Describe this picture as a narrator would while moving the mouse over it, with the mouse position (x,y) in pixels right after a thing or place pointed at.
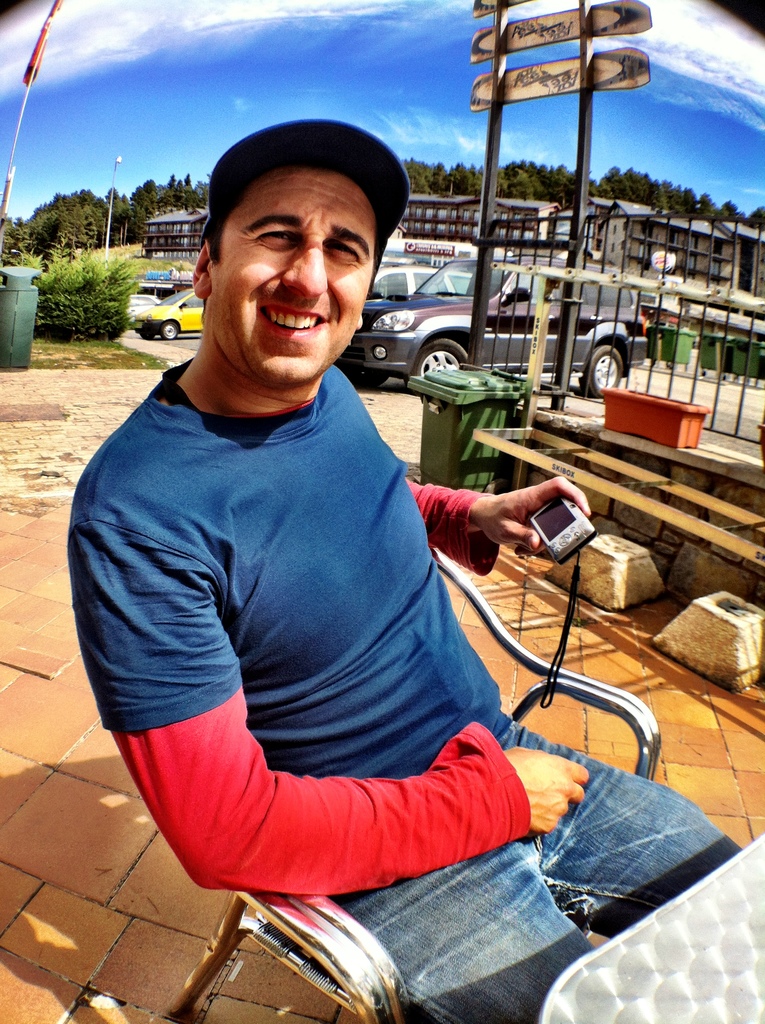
This looks like an edited image. This is the man (328,553) sitting in the chair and smiling. He is holding a camera (564,548) in his hand (517,514). This looks like a dustbin (449,424). These are the boards (522,88) attached to the poles (499,90). I can see the cars (420,333), which are parked. These are the trees (90,244) and bushes (82,261). This looks like a flower pot (633,433), which is placed on the wall (720,461). At the bottom right side of the image (630,954), I think this is a table (708,978). In the background (425,95), I can see the clouds (145,31) in the sky (441,95). I think these are the buildings (456,223).
